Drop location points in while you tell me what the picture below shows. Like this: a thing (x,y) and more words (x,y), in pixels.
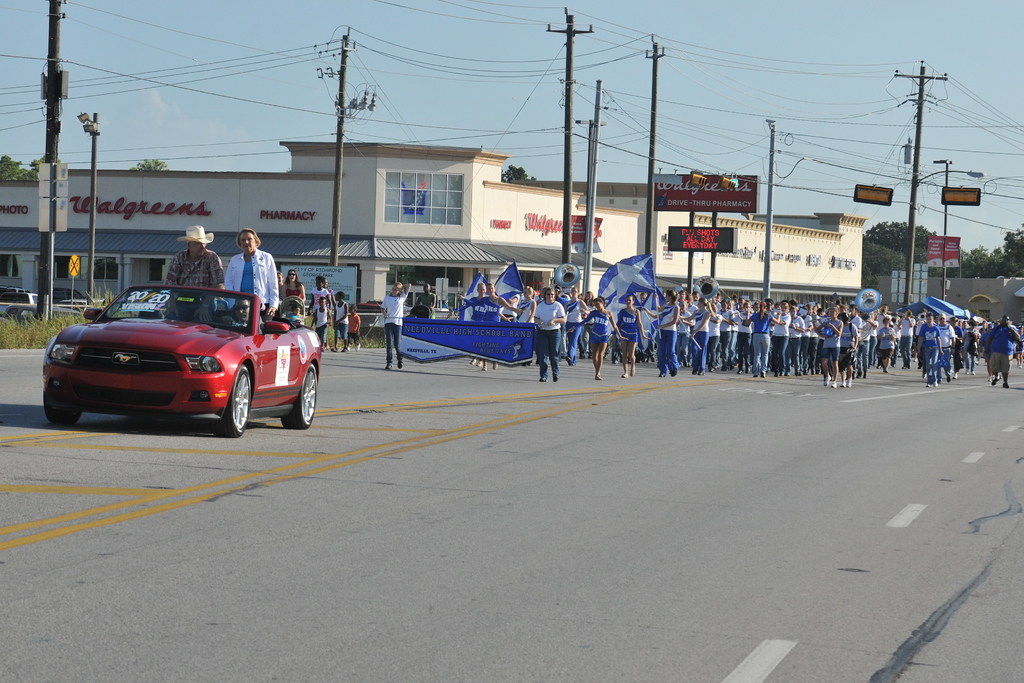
In the image we can see there are many people (558,352) walking. They are wearing clothes (724,342), shoes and some of them are holding the flag (616,298) and banner (486,330) in their hands (522,309). We can even see there is a vehicle (155,395) and there are people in the vehicle (184,360). Here we can see the road (526,496), electric pole (569,101), electric wires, the building (491,188), trees (1023,267) and the sky (819,44). We can even see the grass (50,326) and boards (47,190).
